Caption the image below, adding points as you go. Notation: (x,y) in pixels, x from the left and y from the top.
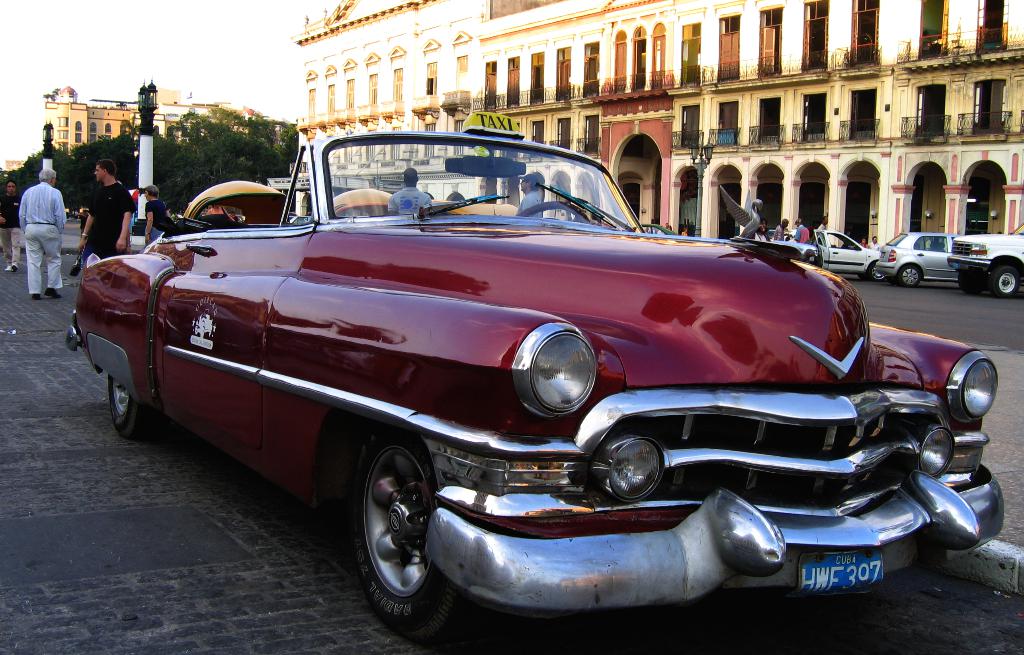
In this picture we can see few vehicles (615,333) and group of people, in the background (567,105) we can find few buildings (332,117), trees (224,148), poles (150,120) and lights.
